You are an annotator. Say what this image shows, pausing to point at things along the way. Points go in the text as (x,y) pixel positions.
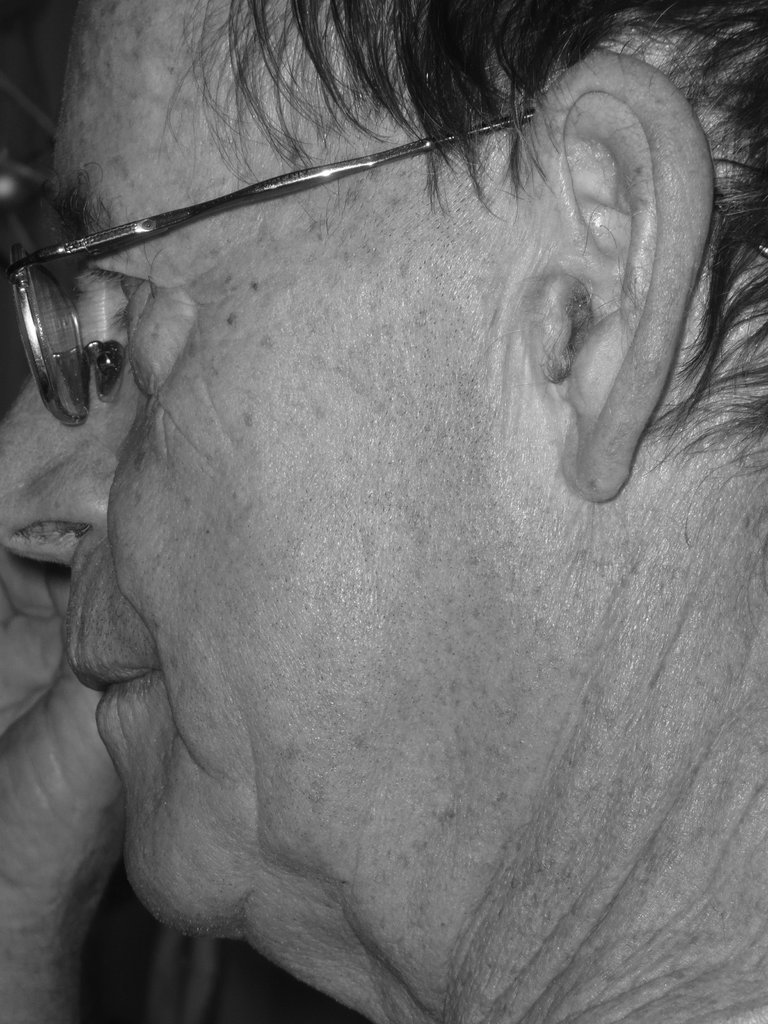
This picture contains an old man (249,393) who is wearing spectacles (65,334). We can see the ear (600,131), eye (147,333), nose (86,441) and mouth (123,705) of that man (388,423). This is a black and white picture.
